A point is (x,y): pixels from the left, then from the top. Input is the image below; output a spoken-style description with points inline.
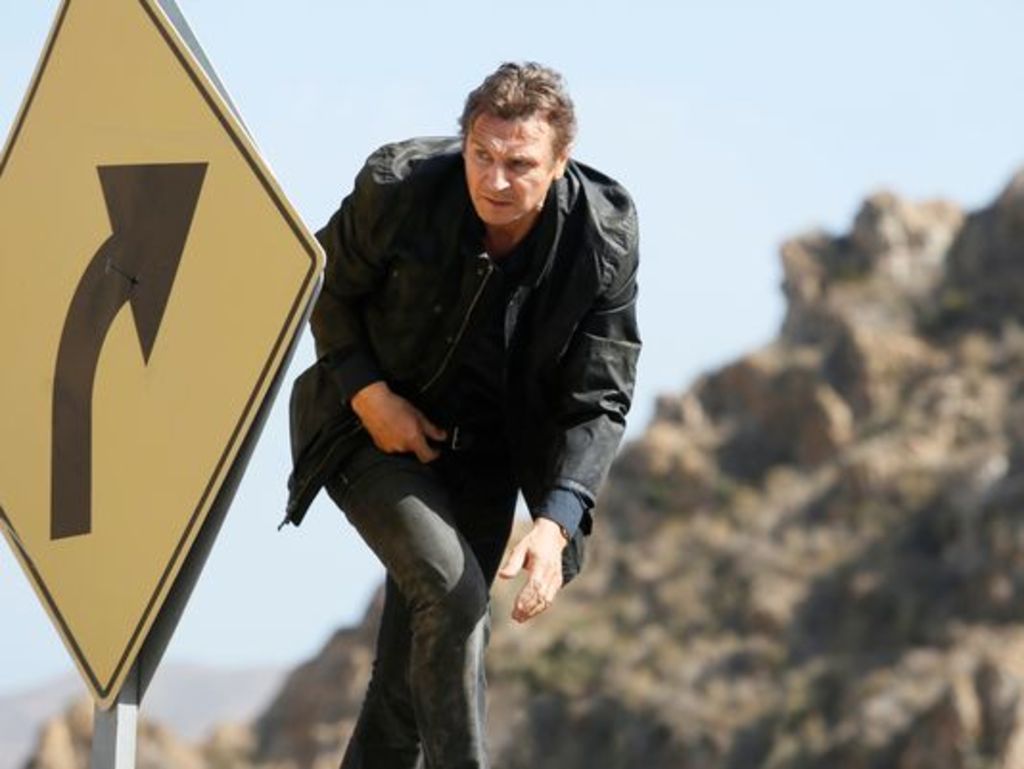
In this picture we can see a man (476,351) in the black jacket (461,242) is in walking motion and on the left side of the man (392,427) there is a directional board (130,509). Behind the man (336,341) there is a hill (728,362) and sky (800,149).
